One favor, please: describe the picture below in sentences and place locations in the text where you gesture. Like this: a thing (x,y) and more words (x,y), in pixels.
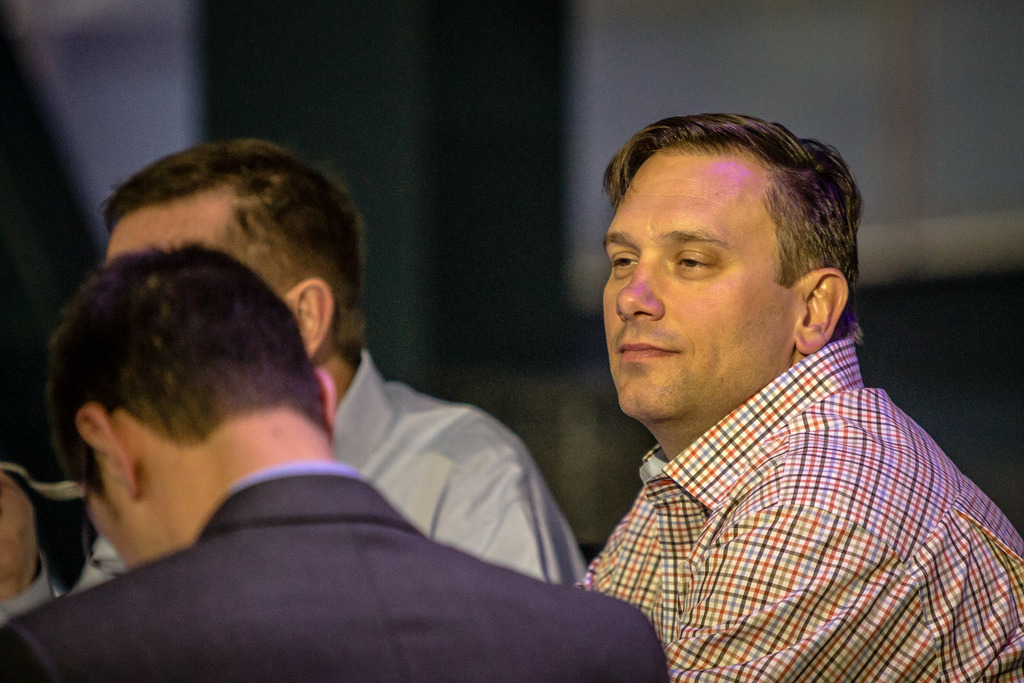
In this image we can see some people (542,524). In the background of the image (600,321) there is the blur background (770,27).
